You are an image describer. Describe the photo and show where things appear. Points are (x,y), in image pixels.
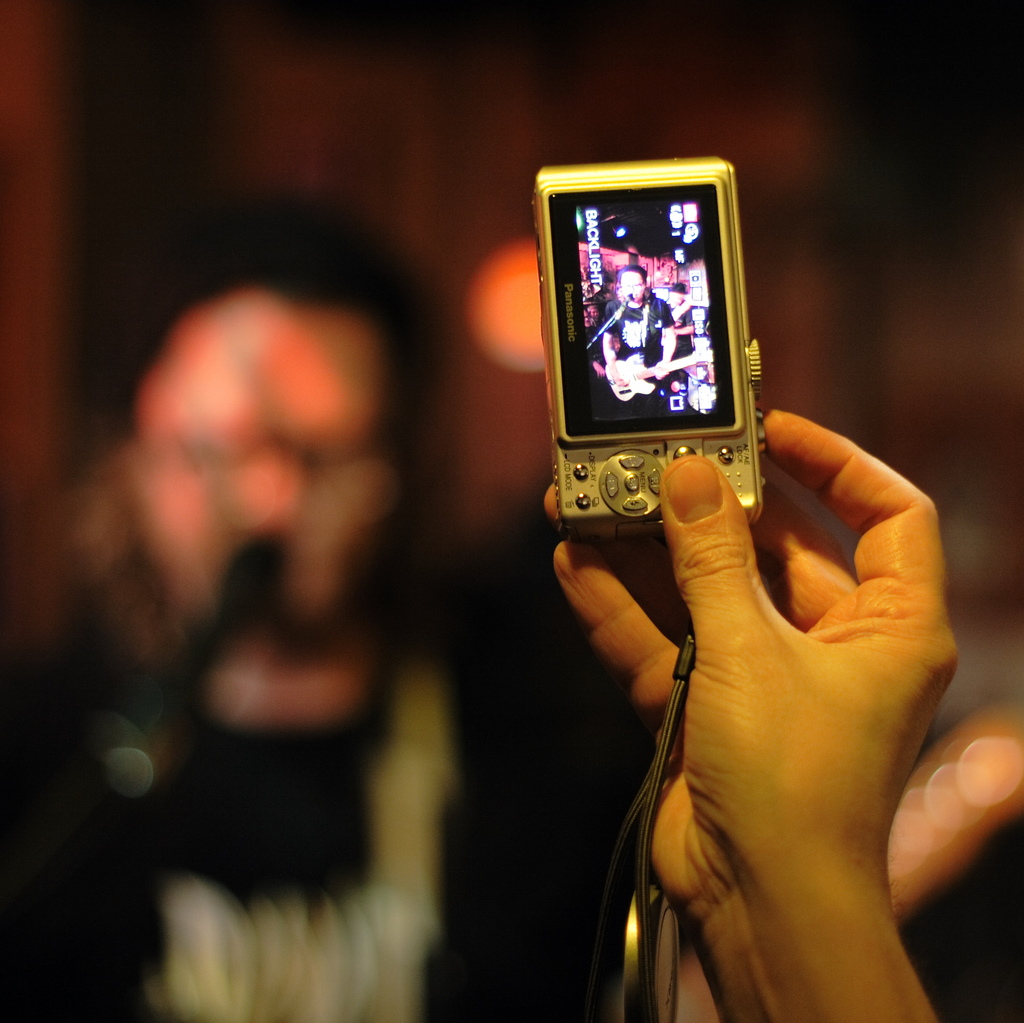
In this image in the foreground (718,755) we can see a hand (718,630) holding a camera (624,363). In the camera (633,340) there is a person (631,317) playing guitar (633,362) and singing. The background (302,566) is blurry.
